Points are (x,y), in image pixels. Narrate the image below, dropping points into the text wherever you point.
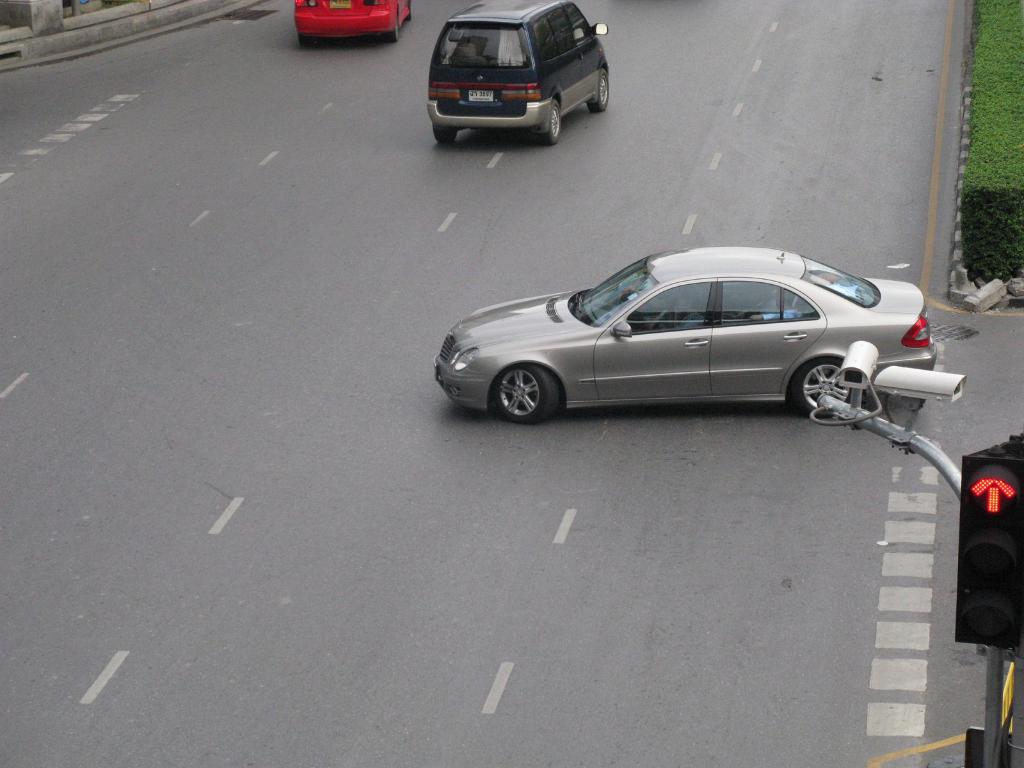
In this image we can see motor vehicles (617,306) on the road (870,460), traffic lights (981,606), traffic pole (987,754), cc camera (909,369) and grass (988,142).
